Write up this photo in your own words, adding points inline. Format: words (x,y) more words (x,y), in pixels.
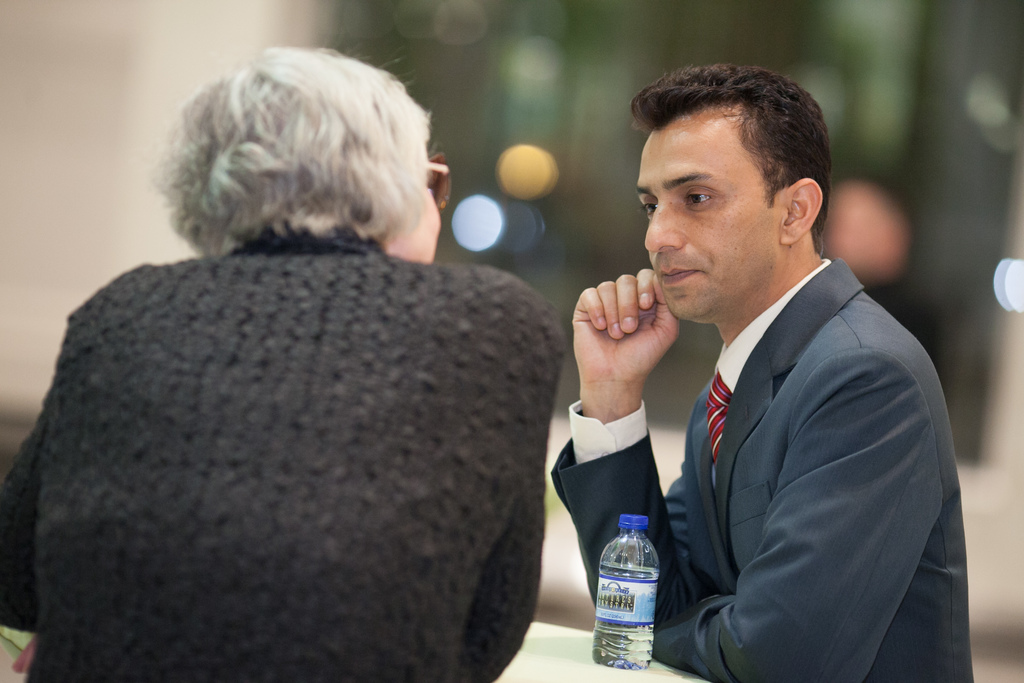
In this image in the front (481,428) there are persons (543,466) and there is a bottle (610,624) on the table (572,651) which is in the center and the background (886,98) is blurry.
